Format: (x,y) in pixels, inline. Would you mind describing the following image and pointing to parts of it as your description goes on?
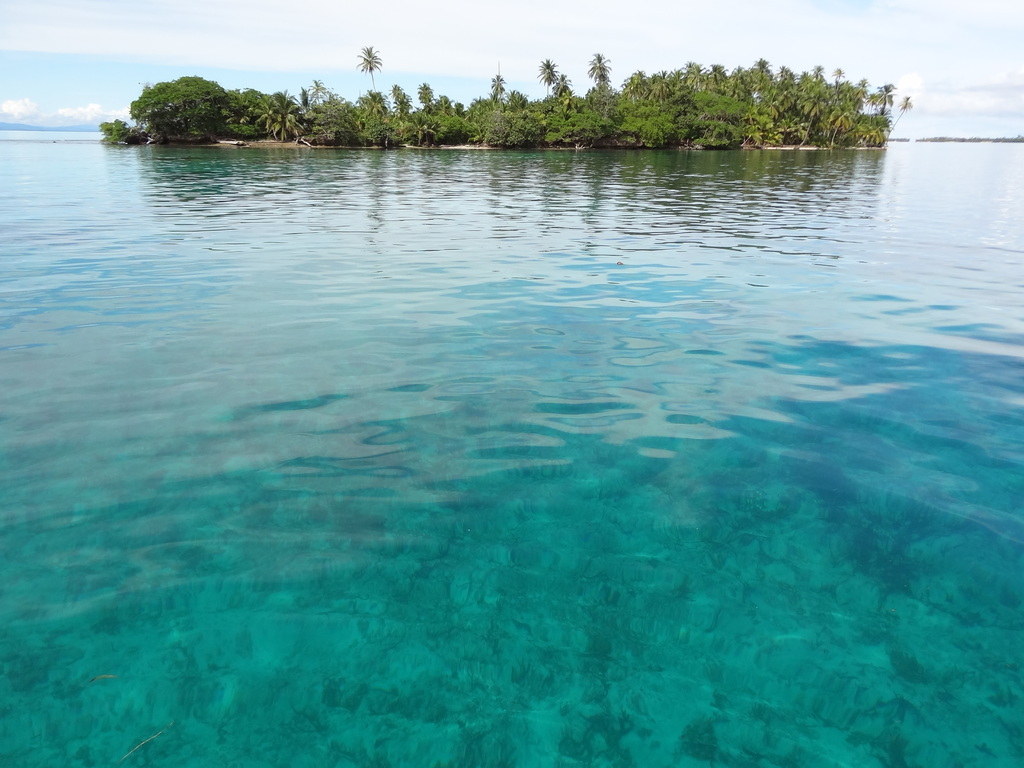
In this image I can see the water (510,442) which are blue in color and I can see few trees (272,126) on the island (261,136). In the background (246,54) I can see the sky (258,51).
